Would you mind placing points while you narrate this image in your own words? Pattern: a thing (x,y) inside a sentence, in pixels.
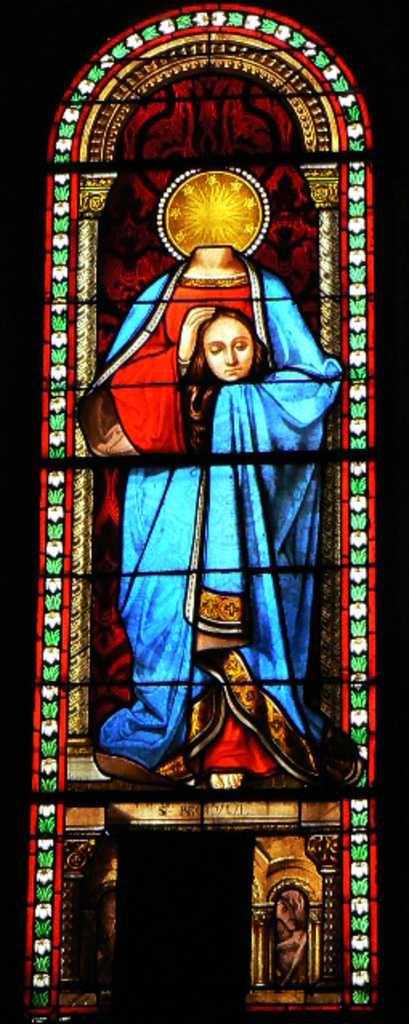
In this image, we can see stained glass (125,749) contains depiction of a person (272,624) and some designs (162,76).
